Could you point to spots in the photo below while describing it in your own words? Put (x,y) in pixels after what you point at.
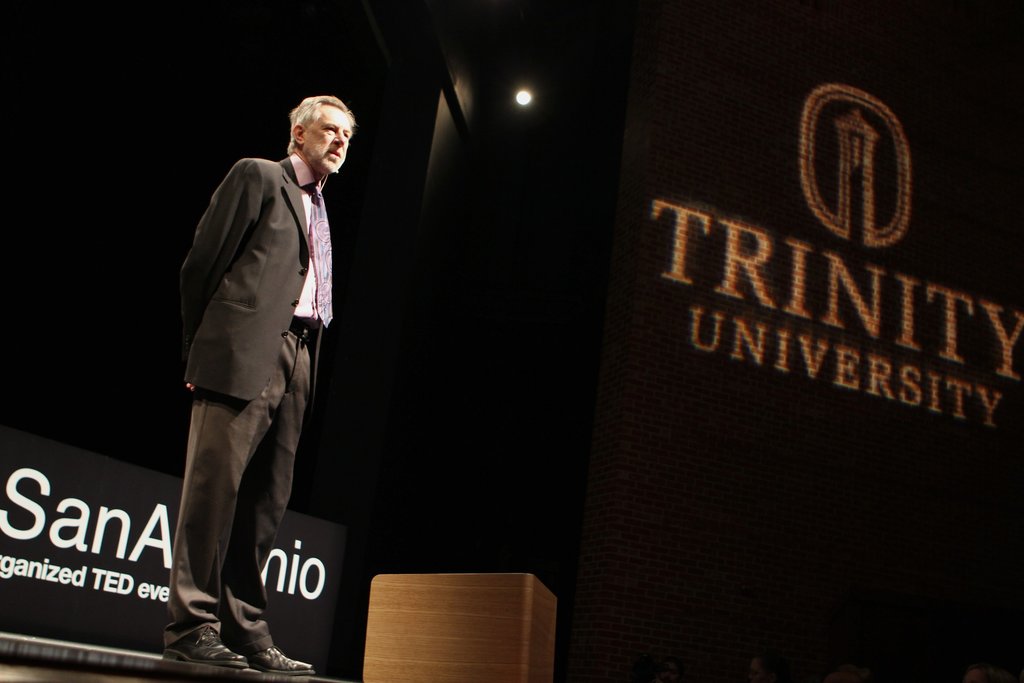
In this image we can see a person (283,490). There is an object (478,625) on the floor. There are few advertising boards (71,540) in the image. We can see some text (787,339) on the boards (863,362).
